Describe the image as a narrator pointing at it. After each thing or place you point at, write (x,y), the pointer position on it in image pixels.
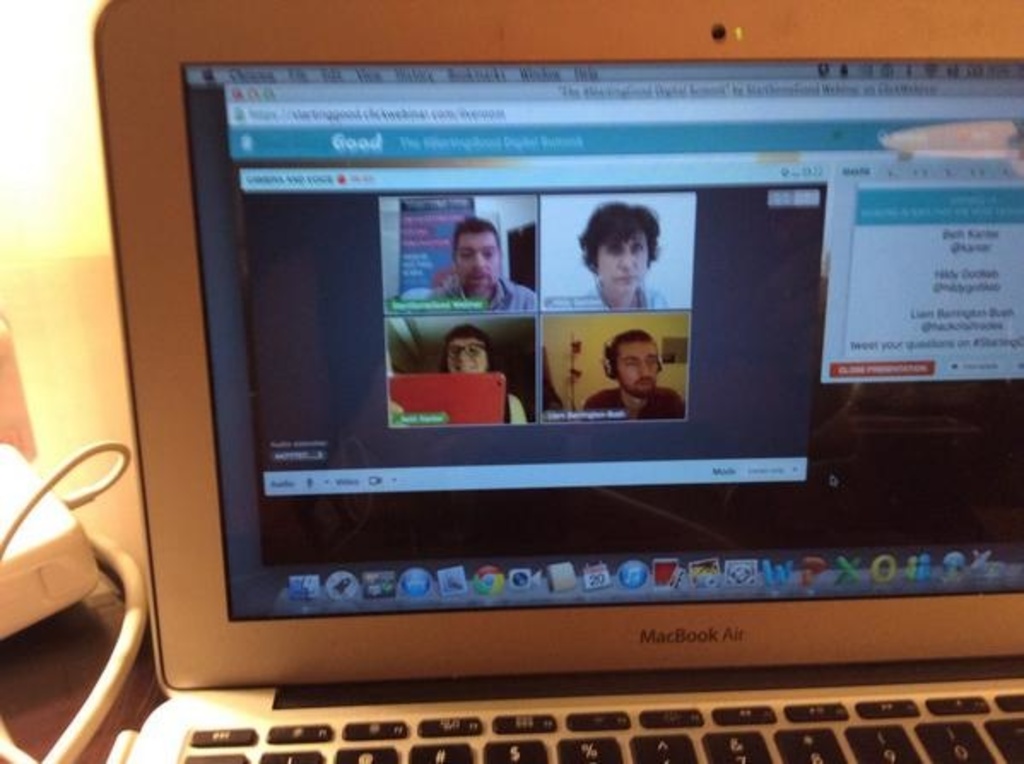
In this picture I can see a laptop (405,394) on the table (107,750) displaying some pictures (588,282) and text (989,237) on the screen (242,201) and I can see charger (63,512) on the left side (25,483).
